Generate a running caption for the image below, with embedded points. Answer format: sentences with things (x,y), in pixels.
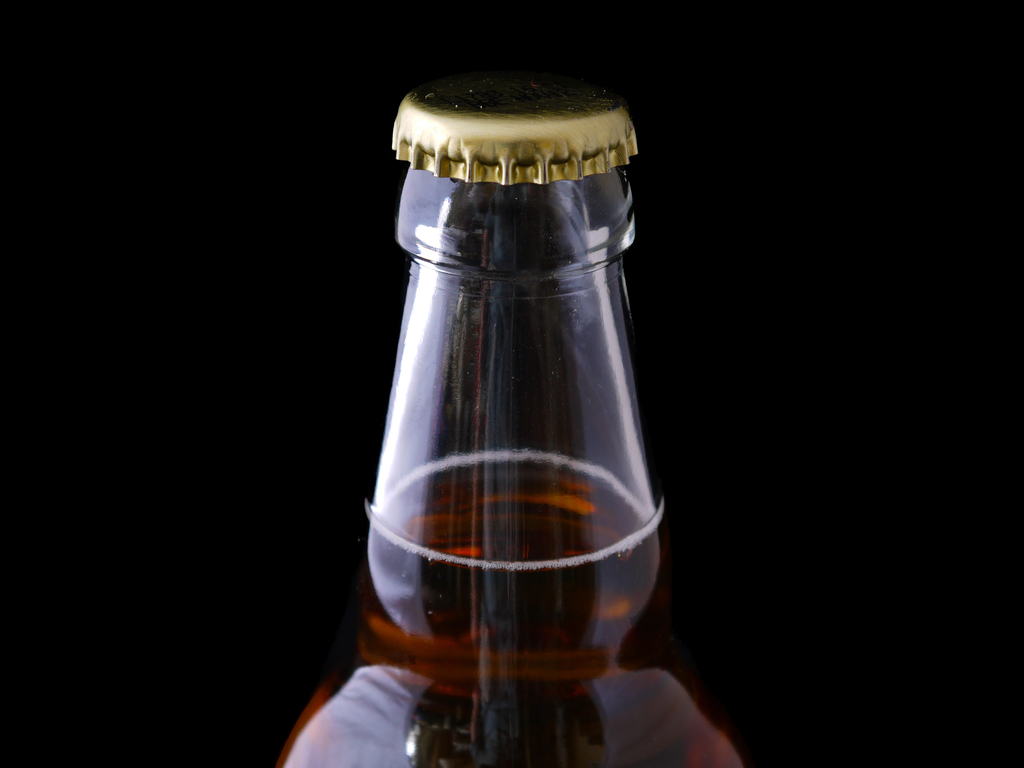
There is a bottle of beer (544,557) which has a golden cap (537,137) to it.
